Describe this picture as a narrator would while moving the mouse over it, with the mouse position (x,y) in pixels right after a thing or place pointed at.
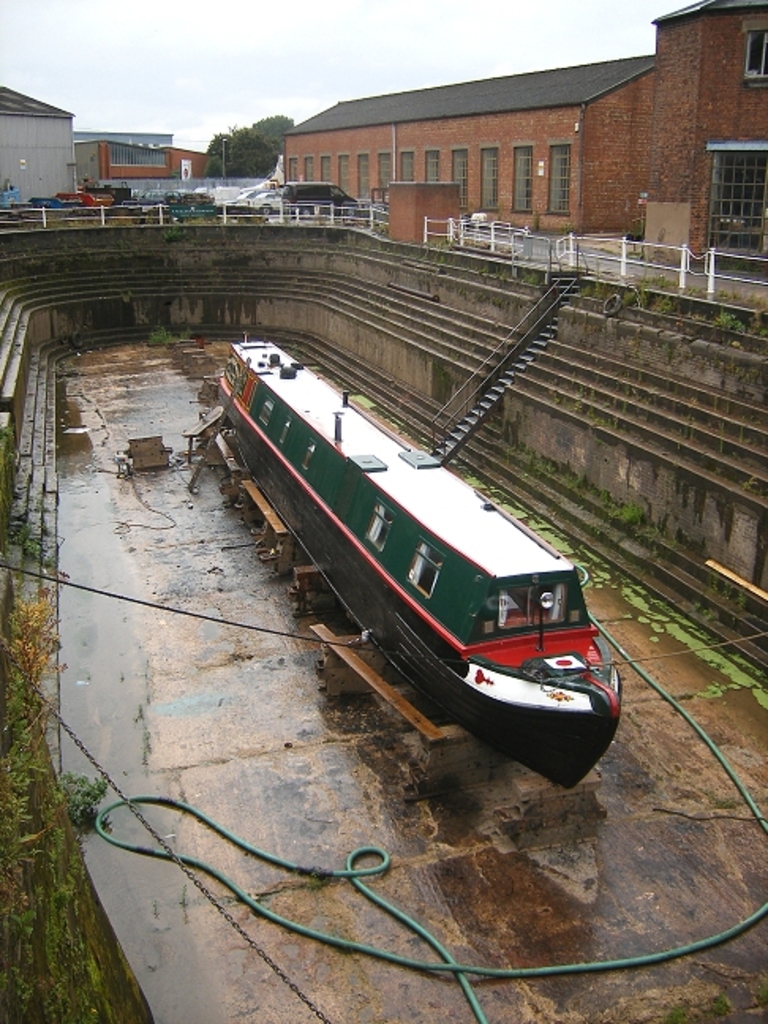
In this image I can see few buildings (592,217), windows (748,156), trees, fencing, stairs (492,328), sky (180,15) and few vehicles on road (704,276). I can see the ship (395,553), green pipe (485,973) and the chain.
